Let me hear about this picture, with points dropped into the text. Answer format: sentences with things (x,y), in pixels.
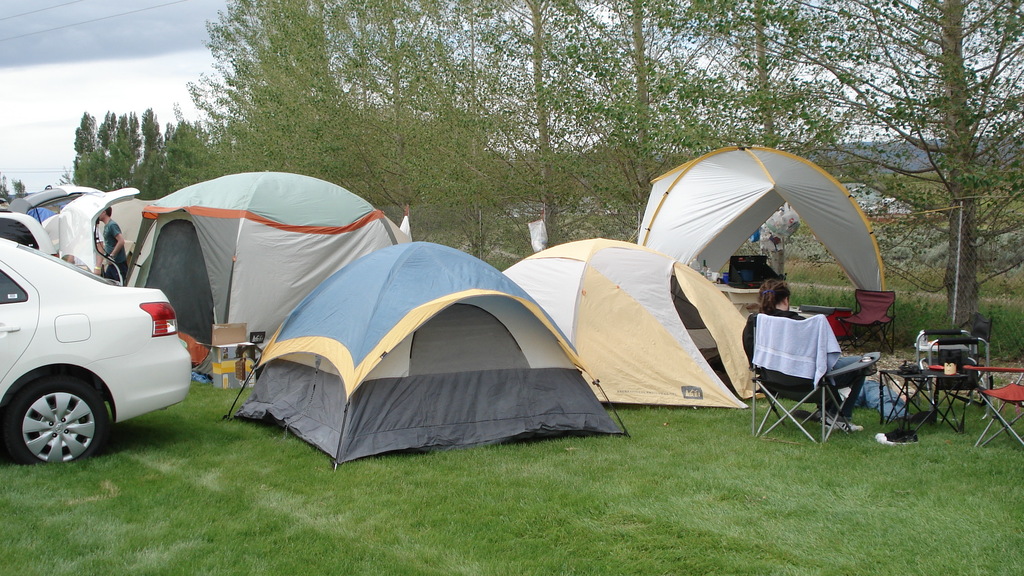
In this image we can see tents (230,299), vehicle (163,319), persons (891,408), chairs (849,370), table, trees (658,105), sky (97,86) and clouds (72,36).
